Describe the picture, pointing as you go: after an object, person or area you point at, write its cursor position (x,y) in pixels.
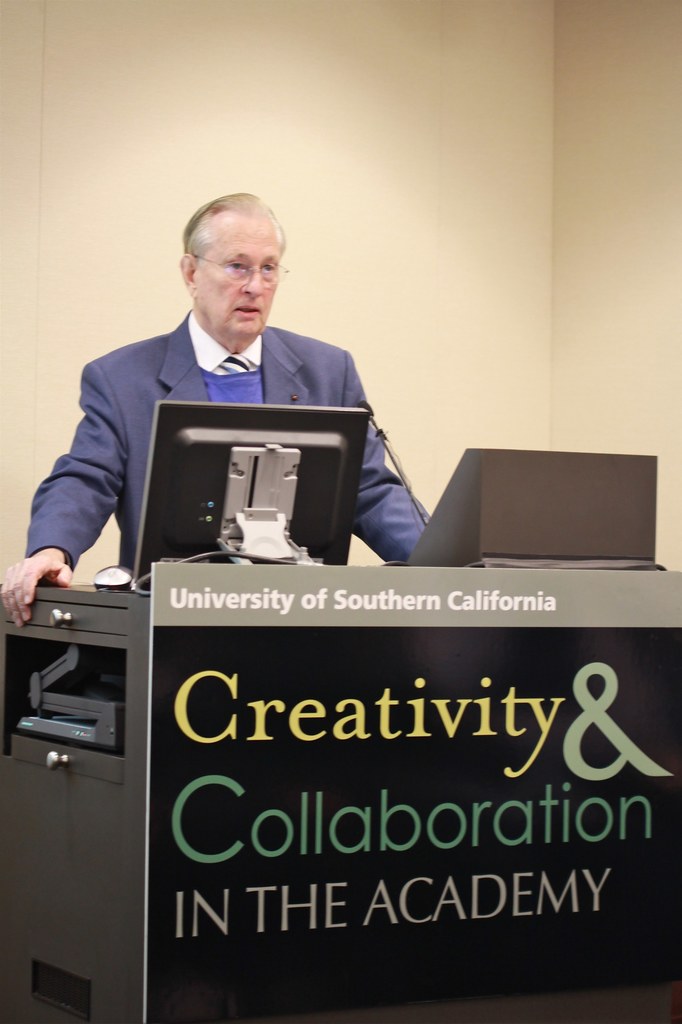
In the image there is a man (203,393) standing in front of a table (135,645), on the table (140,604) there is a monitor (168,544), mouse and a mic (404,480). There is a board (327,631) with some university name (208,600) attached to the table (129,593). In the background (442,124) there is a wall (465,347).
